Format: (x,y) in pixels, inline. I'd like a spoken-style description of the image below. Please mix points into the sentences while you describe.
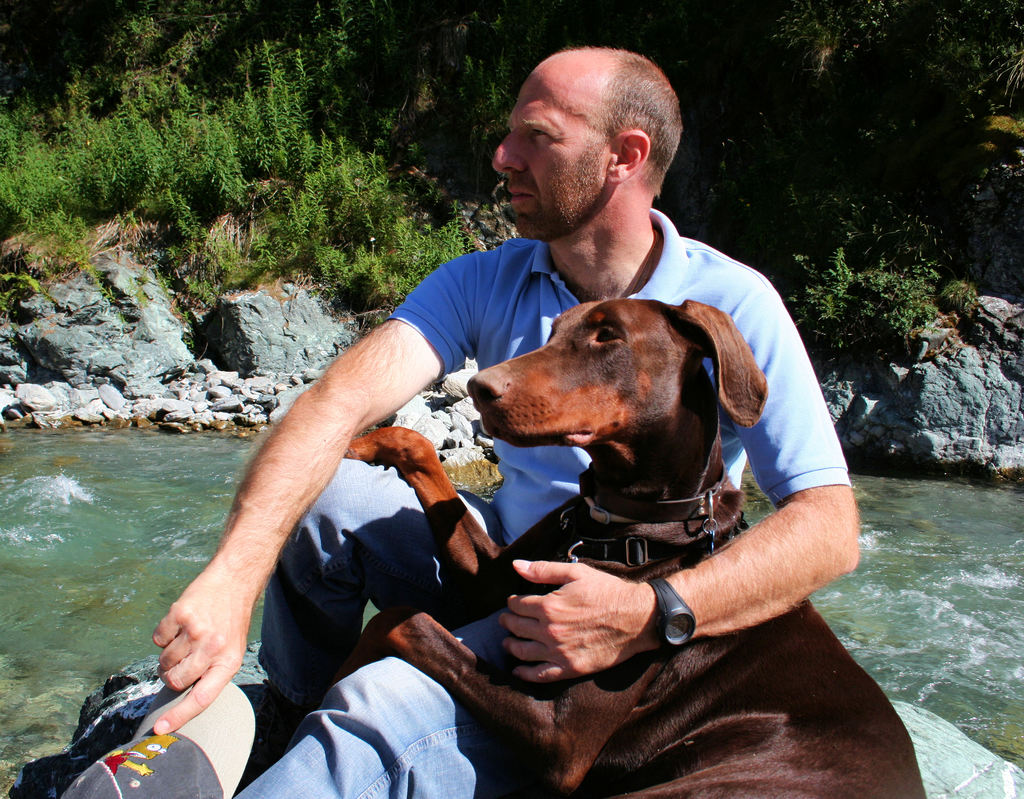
A man (420,305) with blue color t-shirt (489,313) is sitting on the rock (962,764). And holding a dog (648,666) in his hand (635,645). In his right hand (164,731) he holding a cap (151,738). Behind him there is a water flow (157,549), rocks (919,394) and some trees (857,124) in the background (915,318).
